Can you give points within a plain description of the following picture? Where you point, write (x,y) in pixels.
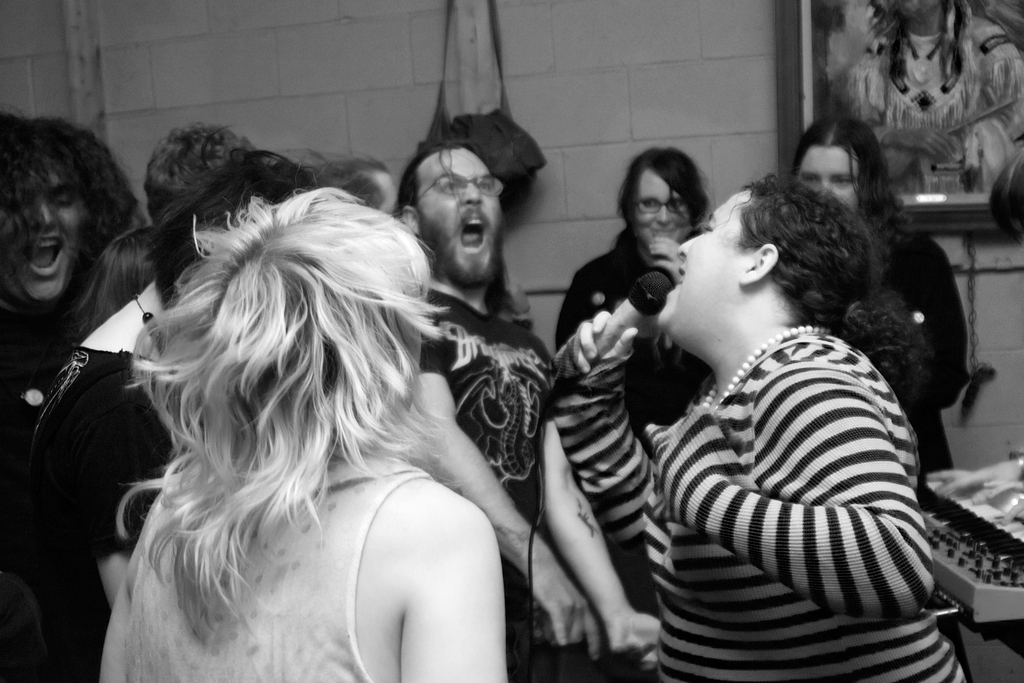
This is a black and white image. There is one woman (763,472) holding a Mic (632,316) and singing as we can see on the right of this image (769,470). There is a group of persons (462,374) joined and enjoying in the middle of this image (571,244), and there is a wall (686,114) in the background (588,119). There is one bag (433,130) and a photo frame (894,82) is attached to this wall (670,85).
